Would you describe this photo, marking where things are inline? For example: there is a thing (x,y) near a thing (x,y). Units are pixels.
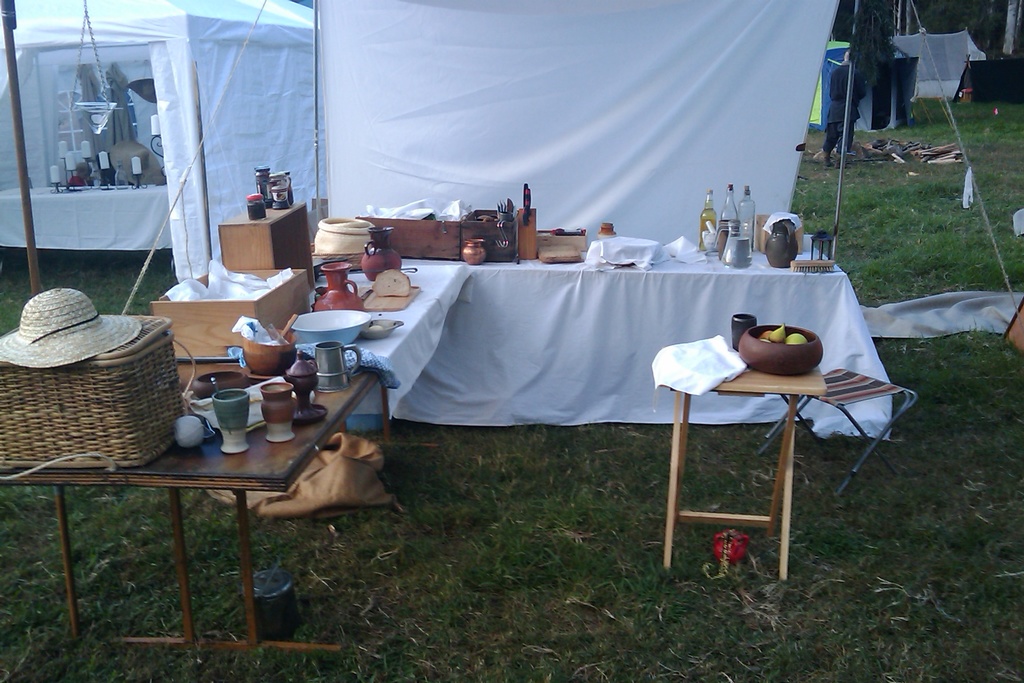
There is a, glass (272,398), bottle (745,201), cloth (640,247) other objects (238,415) are present on the table (434,301). This is tent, these is grass (839,458) and a stool (834,393).
